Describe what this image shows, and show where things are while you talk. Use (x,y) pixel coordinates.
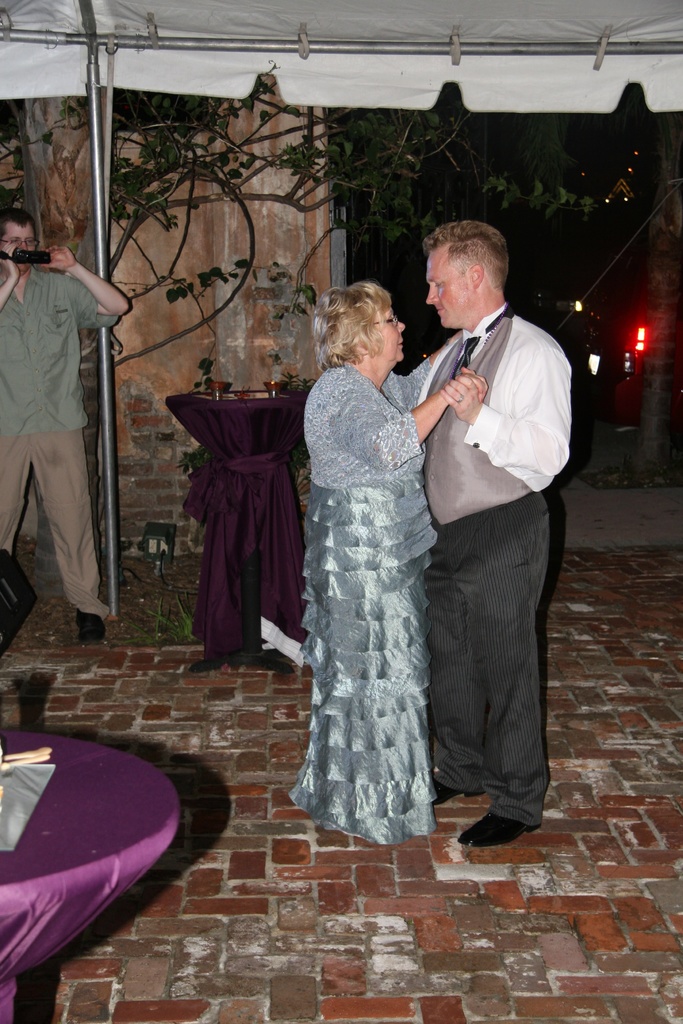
In the image I can see couple (340,339) dancing under the tent (132,15), beside that there are two tables (18,865) and person (10,485) holding camera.
